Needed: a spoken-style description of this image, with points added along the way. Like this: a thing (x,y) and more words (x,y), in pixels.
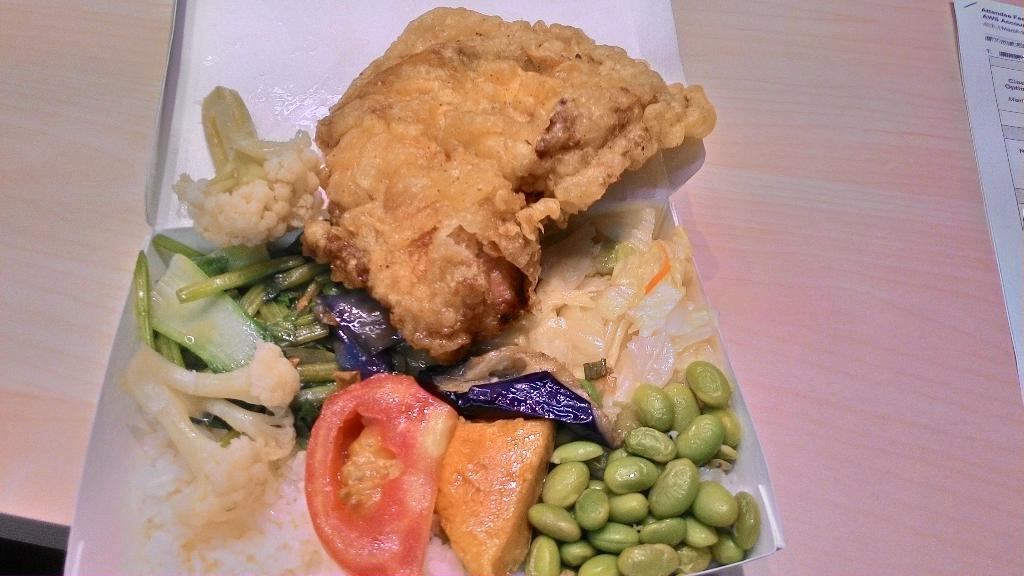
In this image I can see a box (126,347) and in it I can see different types of food (463,286). On the right side of this image (992,152) I can see few papers (1021,238) and on this paper (1012,265) I can see something is written.
